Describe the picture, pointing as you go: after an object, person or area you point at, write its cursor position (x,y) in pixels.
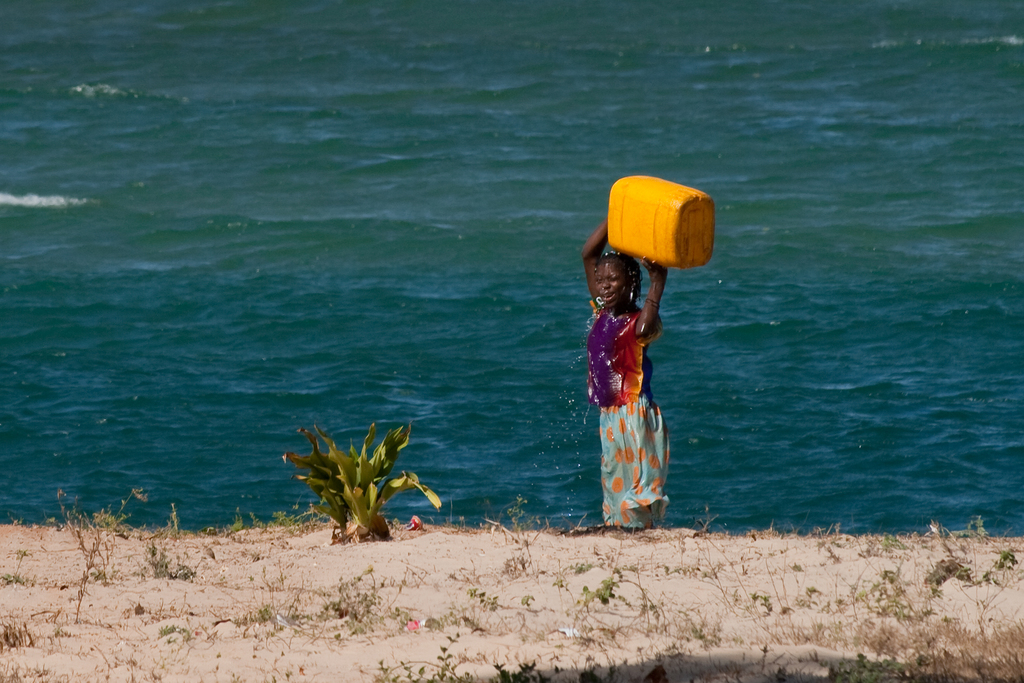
In this image we can see sea (231,335), sand (248,577), plant (376,534), creepers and a person (616,331) carrying a box (685,241) in her hands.
